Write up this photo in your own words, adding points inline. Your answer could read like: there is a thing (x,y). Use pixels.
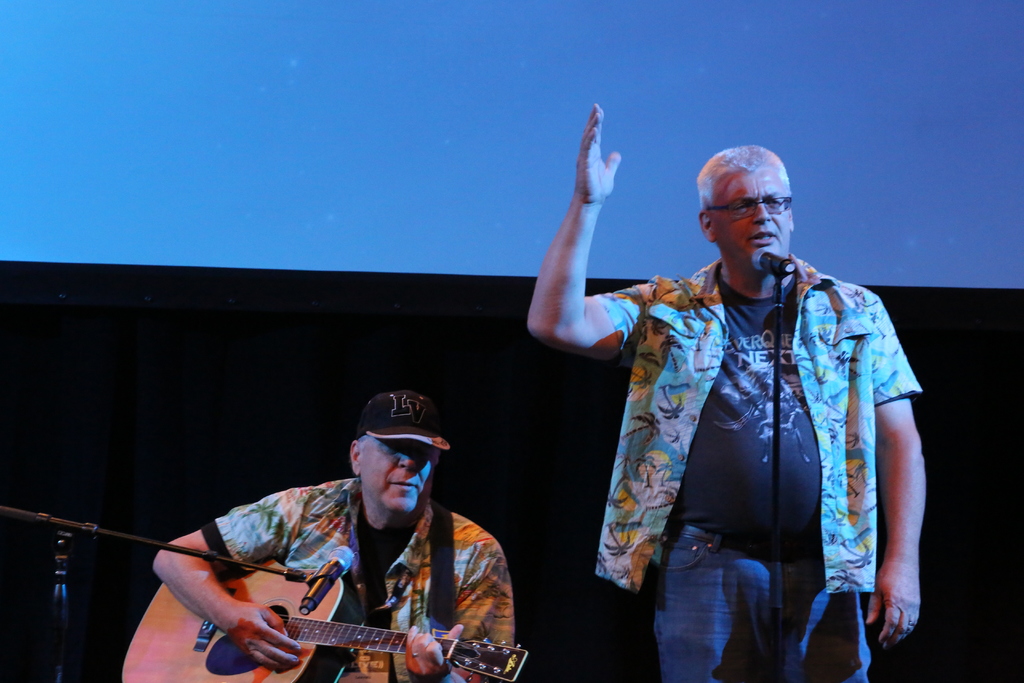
In this picture there are two men (669,519) on the stage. One of the guy (713,479) is standing in front of a mic (779,260) and talking and the other guy (391,530) is sitting and playing a guitar (345,641) in his hands (281,620). He is wearing a cap (422,431). In the background (343,179) there is a blue screen (454,56).
